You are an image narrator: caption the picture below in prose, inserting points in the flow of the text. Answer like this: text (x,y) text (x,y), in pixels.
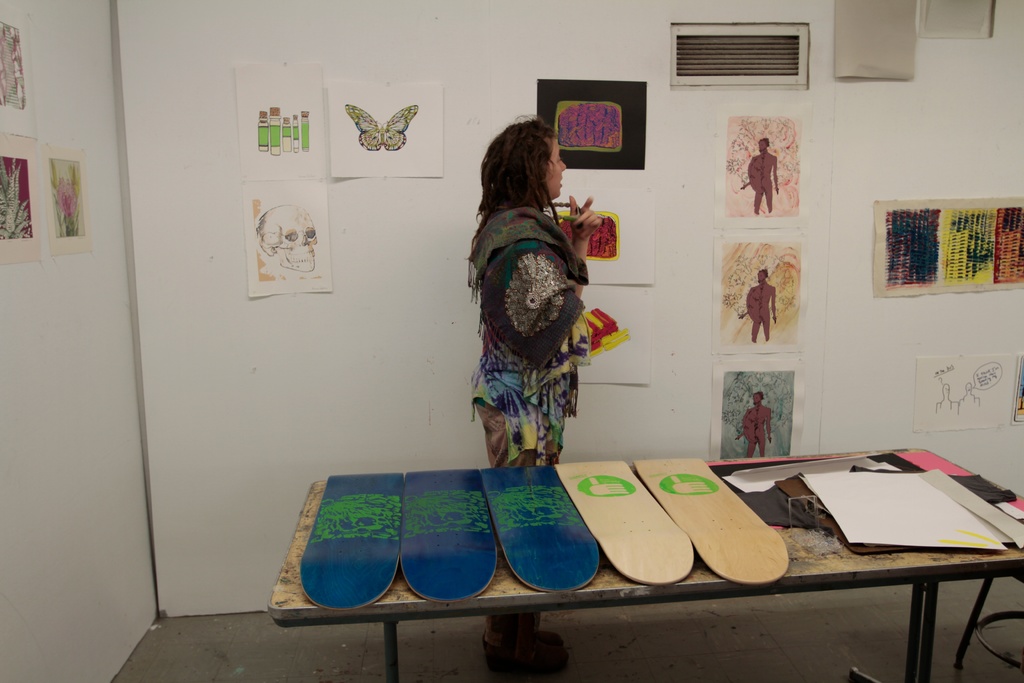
A woman (555,445) is explaining about the drawings (752,415) on papers (774,276) which are pasted on the wall (829,251).
